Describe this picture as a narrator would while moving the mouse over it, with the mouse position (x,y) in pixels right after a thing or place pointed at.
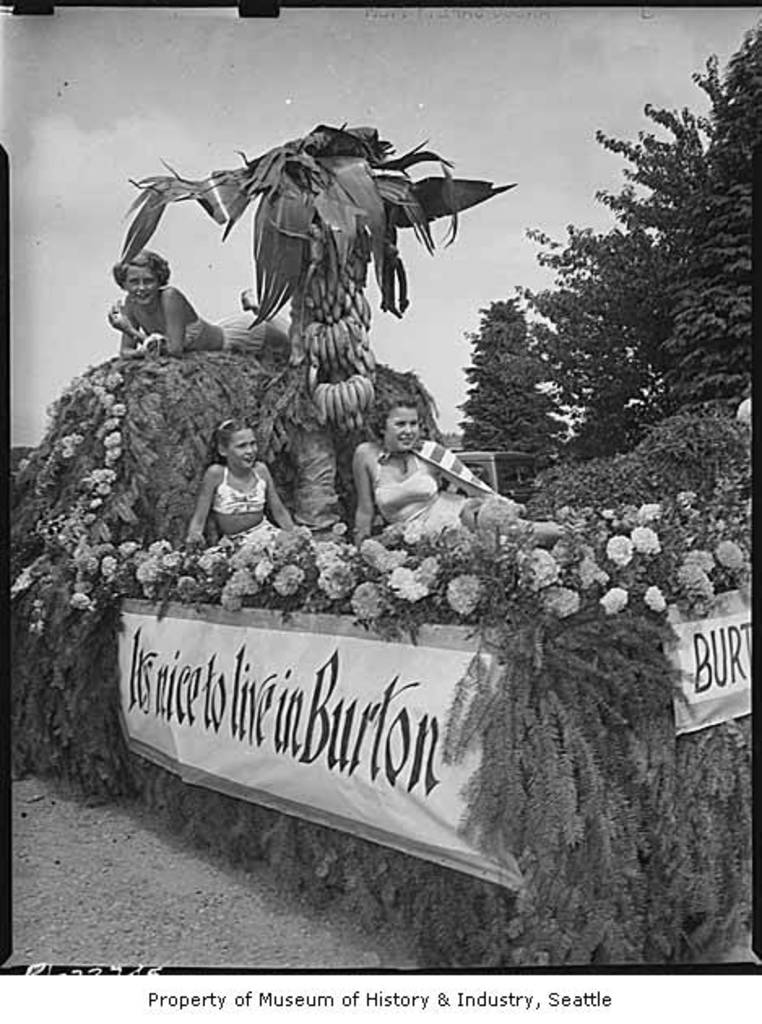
In this image I can see number of flowers (40,626), few boards (400,656), number of bananas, leaves (238,382) and few people (403,428) over here. On these boards (436,761) I can see something is written.
